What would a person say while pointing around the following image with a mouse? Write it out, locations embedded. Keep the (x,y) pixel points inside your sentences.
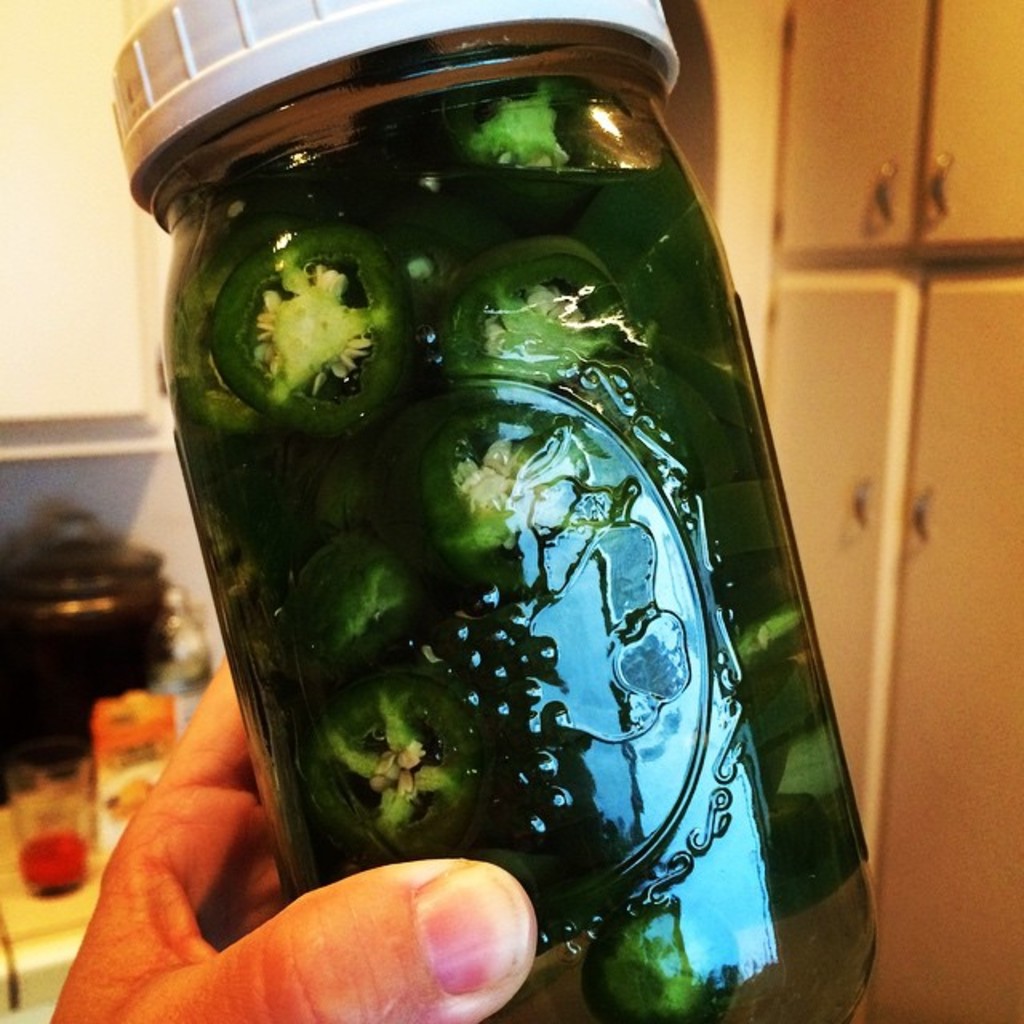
It's a glass bottle (412,652) which is in green color. It has a cap (204,111) this is a human finger (337,957).
